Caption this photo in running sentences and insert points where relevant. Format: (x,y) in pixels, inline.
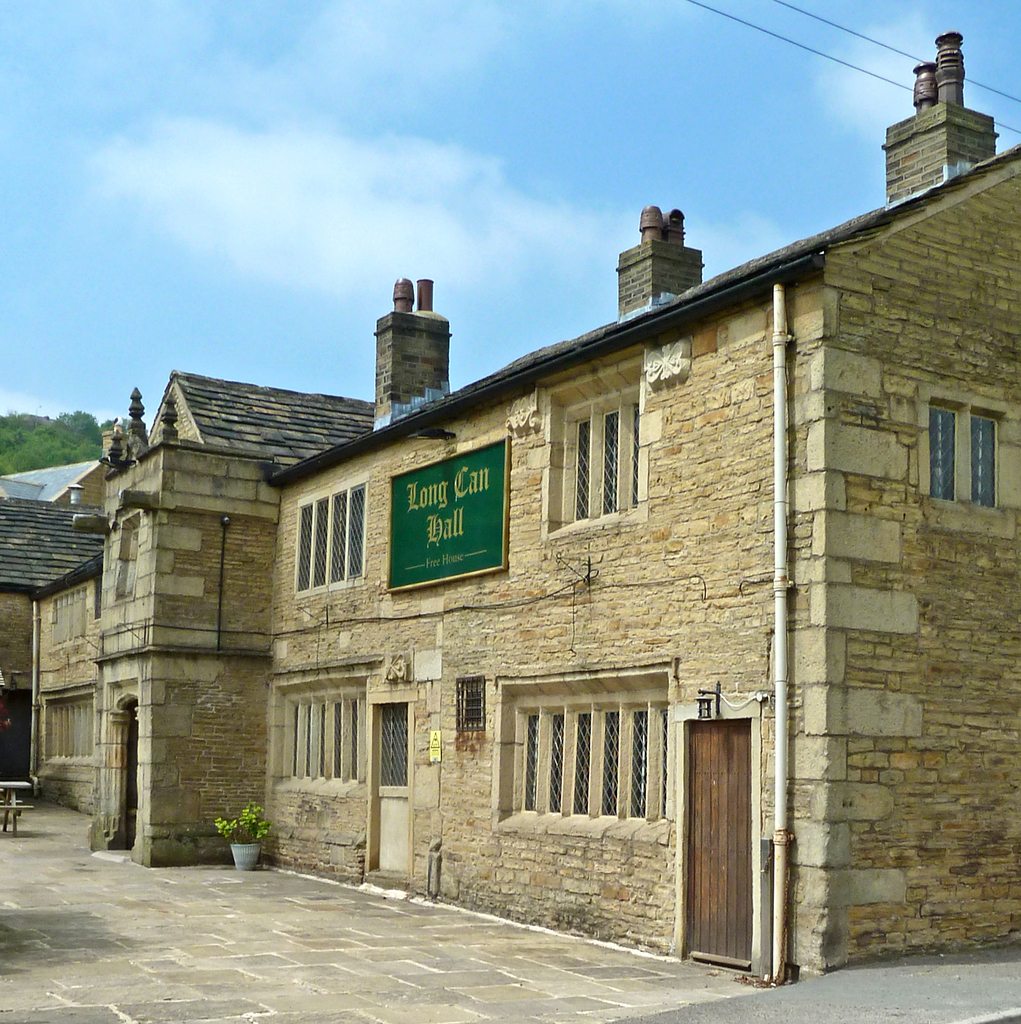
In this image we can see a building (468,693) with windows (594,763) and door (727,861). On the building (383,553) there is a board (446,510) with something written. Near to the building (276,850) there is a pot (242,844) with a plant (241,837). In the background (311,118) there is sky (508,146) with clouds (480,194). On the left side (62,437) we can see trees (26,462). On the wall (695,634) of the building (127,454) there is a pipe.
